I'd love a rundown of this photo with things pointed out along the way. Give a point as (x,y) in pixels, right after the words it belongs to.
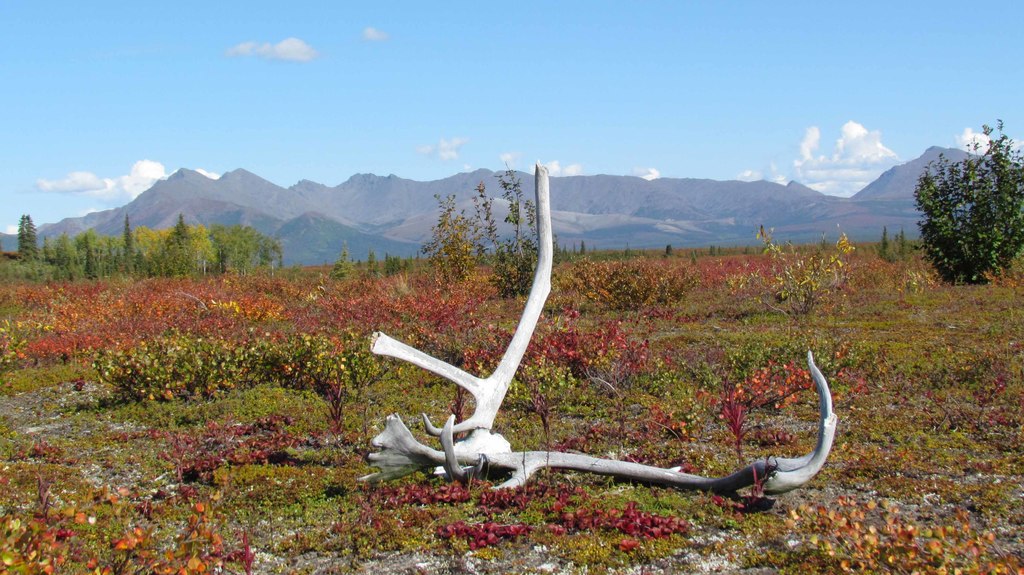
In this image there are few bones (449,450) on the land (302,465) having few plants (453,393) and trees (962,233). Behind there are few hills (568,181). Top of image (661,133) there is sky (837,171).
